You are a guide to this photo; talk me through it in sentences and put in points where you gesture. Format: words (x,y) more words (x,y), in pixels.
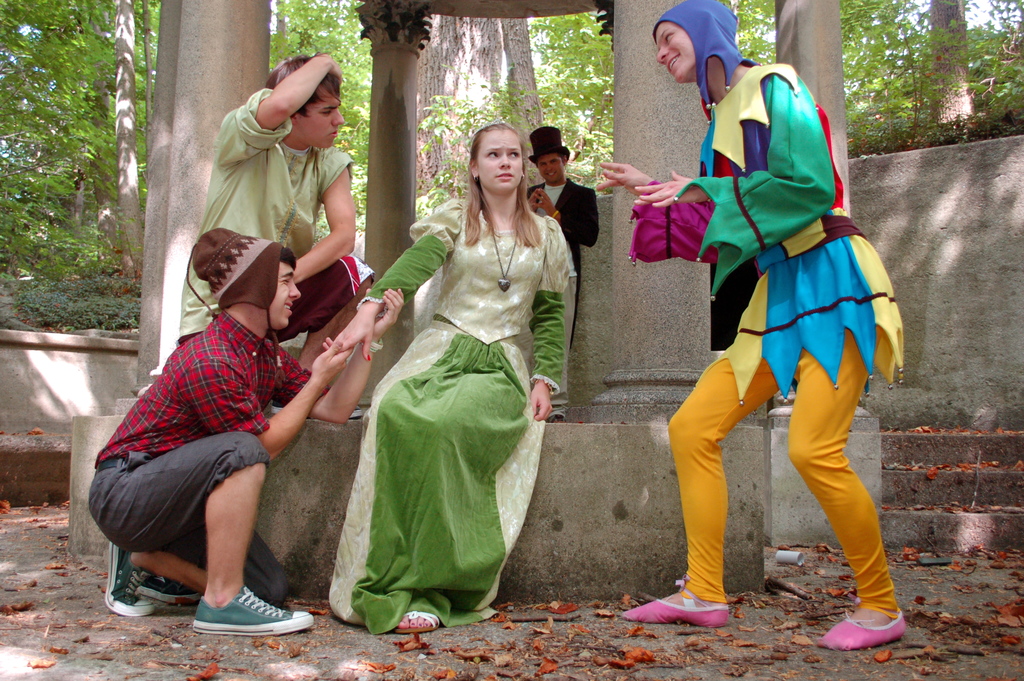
In this image, we can see some people (216,401) sitting, at the right side (715,133) there is a person (740,328) standing, we can see some pillars (619,280), in the background (61,47) there are some green color trees (324,41).
